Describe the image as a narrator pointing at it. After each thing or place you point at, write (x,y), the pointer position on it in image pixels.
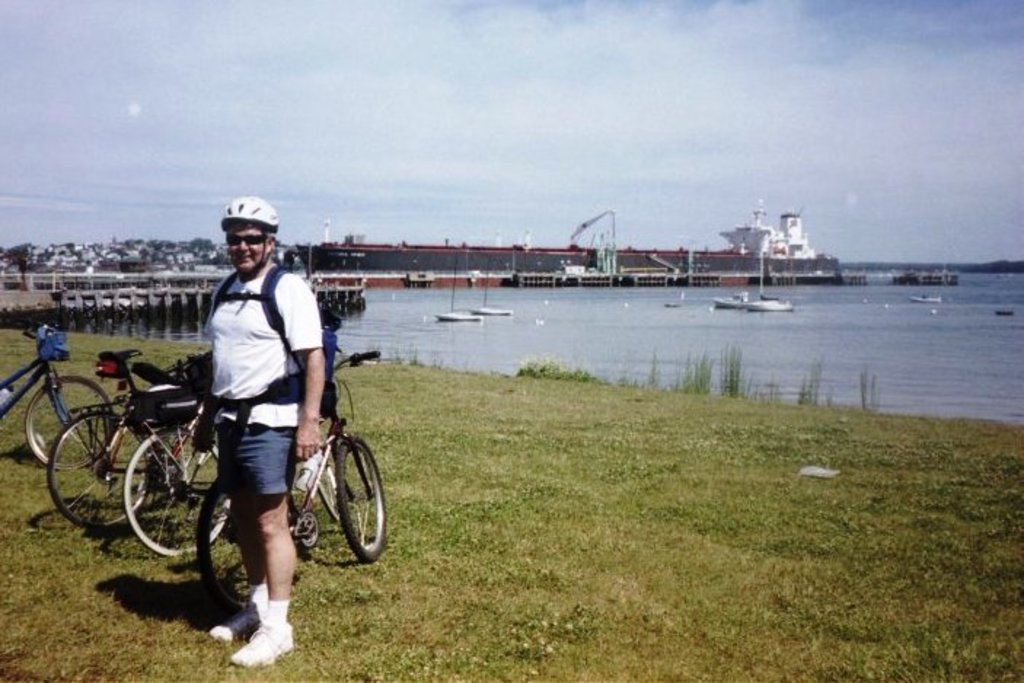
On the left side of the image (274,332) we can see a person (250,263) and cycles (312,527) on the grass (393,560). In the background (85,264) we can see boats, ship (440,283), buildings (207,250), sky (767,37) and clouds (522,193). At the bottom of the image (570,523) there is grass (623,531).
